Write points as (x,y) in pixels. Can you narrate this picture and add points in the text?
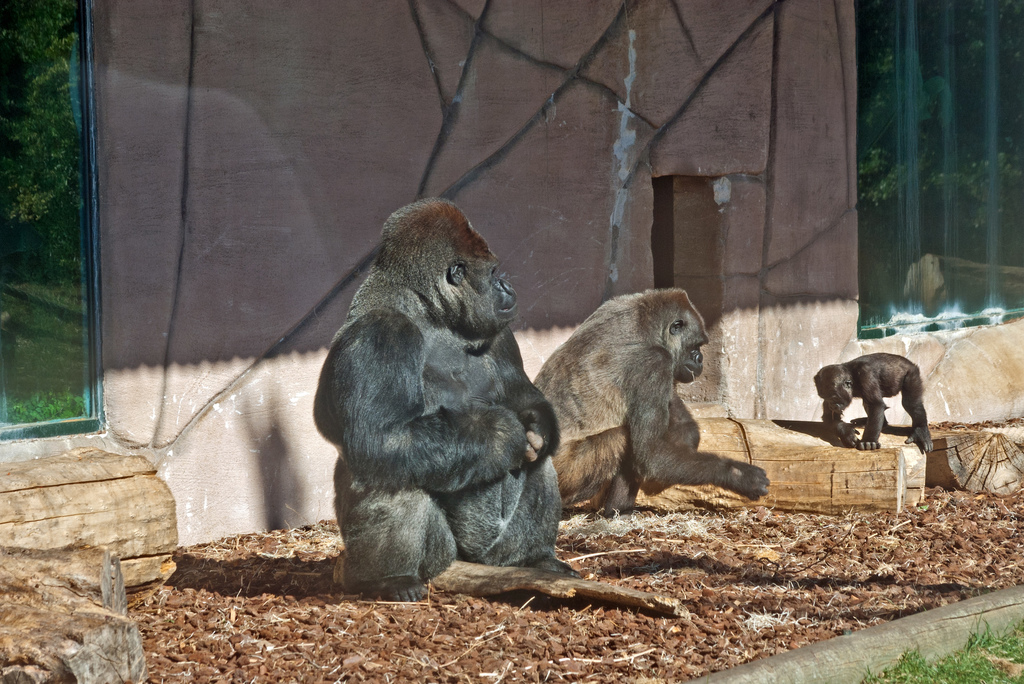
In this picture we can see animals (387,560) on the ground (360,639), here we can see wooden logs (31,612) and in the background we can see a wall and some objects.
